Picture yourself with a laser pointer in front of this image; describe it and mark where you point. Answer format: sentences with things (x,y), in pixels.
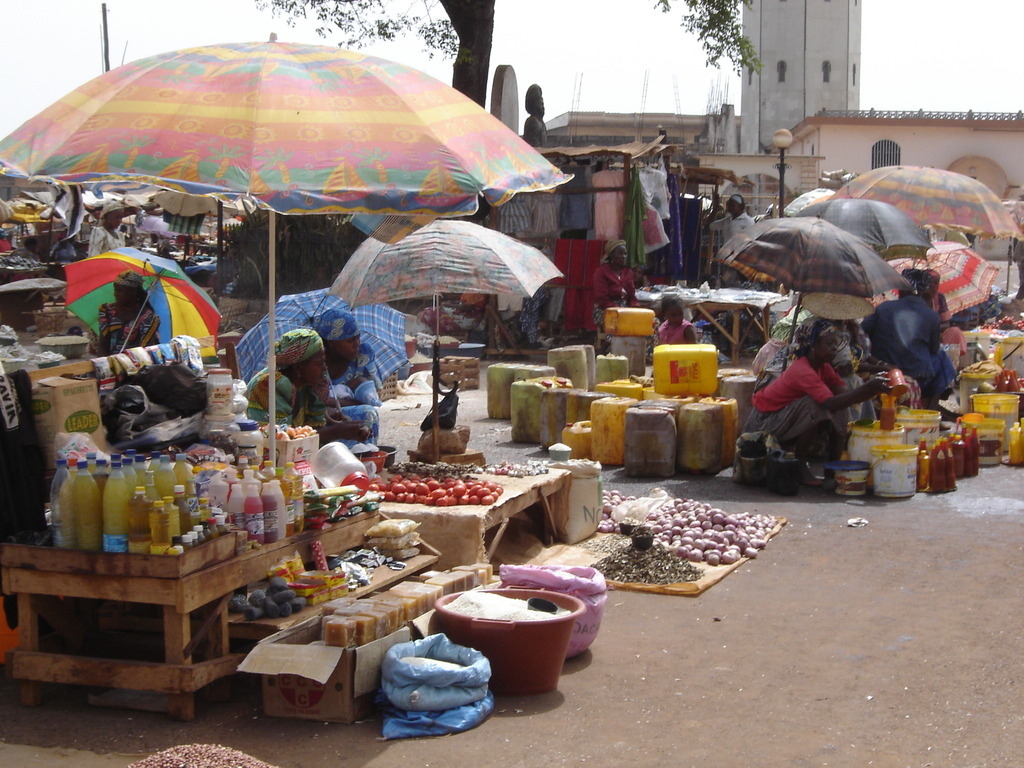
In this image I can see group of people (869,327) sitting, in front (741,555) I can see few vegetables (516,466). I can also see umbrellas (259,138) in multi color, background (795,84) I can see few buildings (853,137) in white and cream color, trees (718,26) in green color and sky (578,63) in white color.
